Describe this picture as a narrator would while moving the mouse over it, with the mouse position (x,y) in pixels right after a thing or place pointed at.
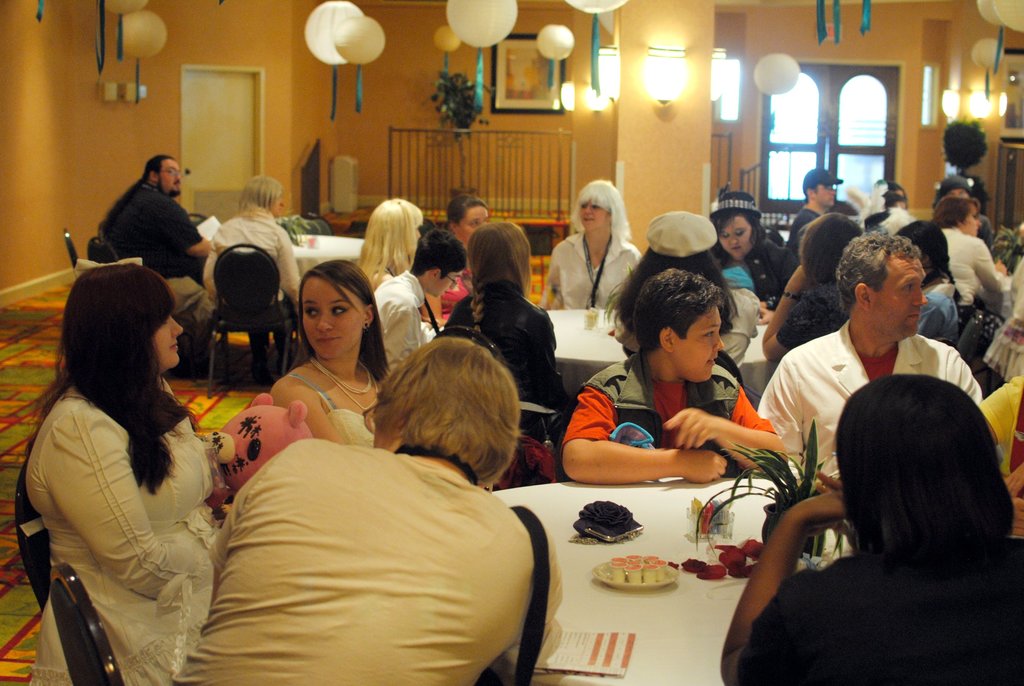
In this image I can see the group of people (501,380) sitting in-front of the table (645,607). On the table (743,506) there is a flower vase (776,521) and some objects (600,579). There are the balloons decoration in this room (267,124).
